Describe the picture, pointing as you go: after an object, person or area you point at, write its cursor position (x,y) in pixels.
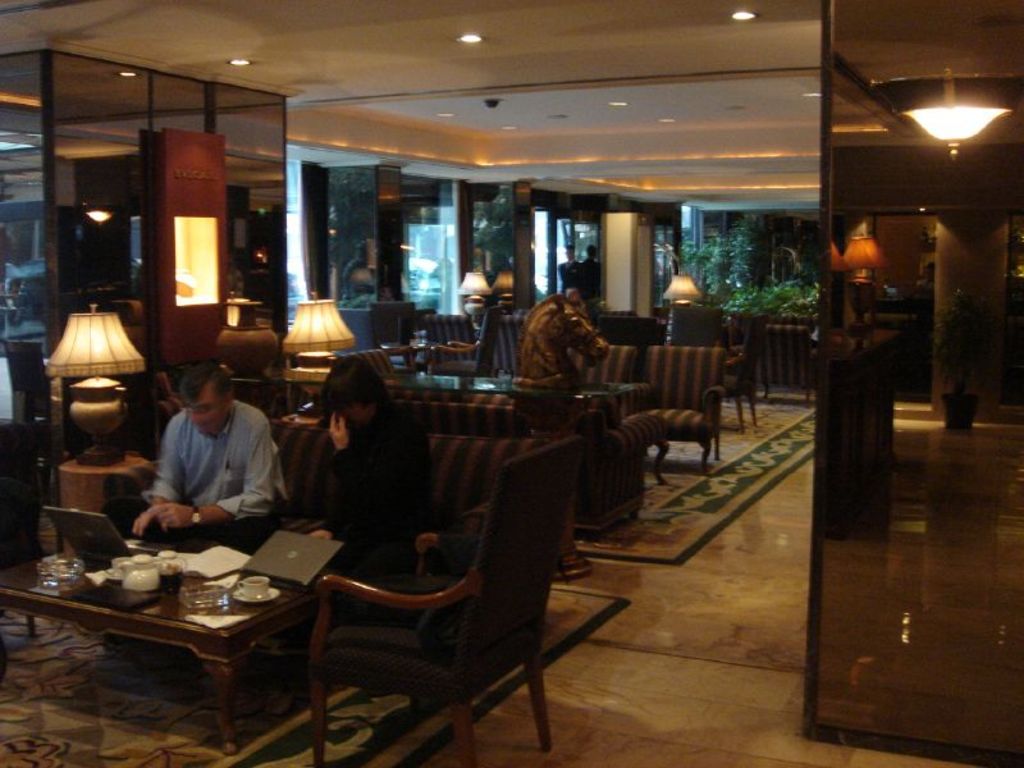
In this image I can see two people (277,518) sitting on the couch (298,494). These people (390,550) are wearing the different color dresses (230,496). In-front of these people (222,484) I can see the glasses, cups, teapots (144,587) and the laptops (91,536). To the side of these people (195,371) I can see the lamps (111,385). In the background (532,372) I can see the statue of an animal (519,365), tables (495,386) and chairs (668,399). In the background (590,269) I can see few more lamps (680,288), person (577,269) and the plants (707,278). There are lights (738,19) in the top (946,140).
